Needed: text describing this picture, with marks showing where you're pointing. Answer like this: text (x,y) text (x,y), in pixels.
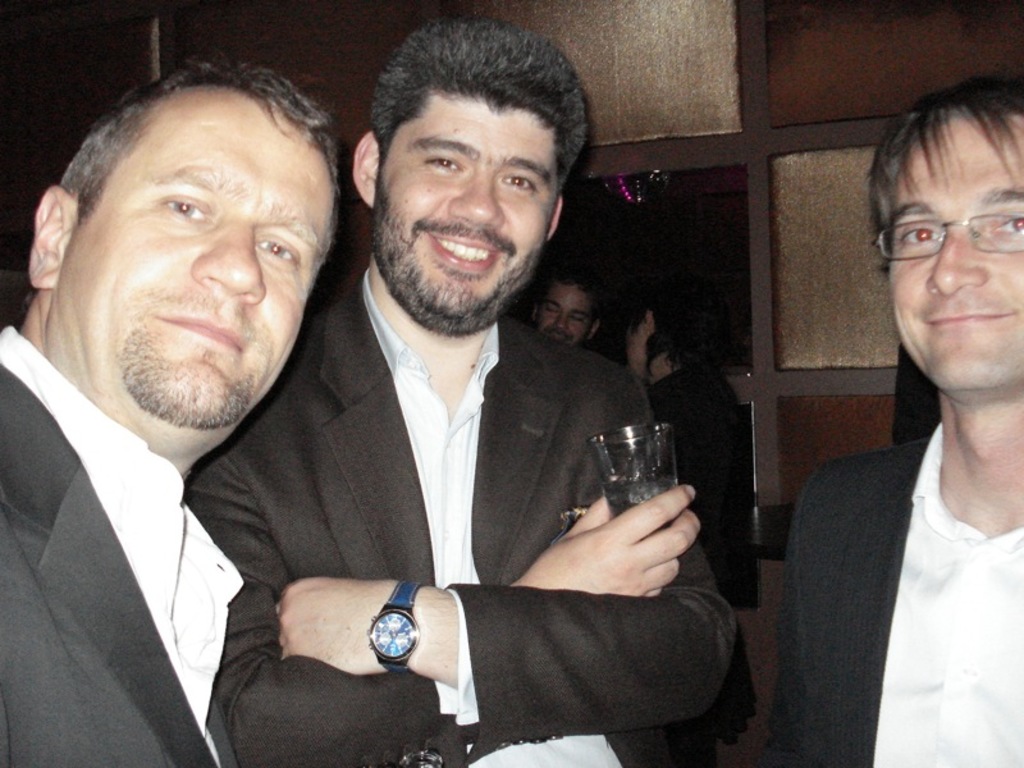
In this image we can see group of persons (709,411) standing on the floor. One person (419,483) is wearing coat (648,605) and holding a glass (645,466) in his hand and one person (822,628) is wearing spectacles (961,221).
